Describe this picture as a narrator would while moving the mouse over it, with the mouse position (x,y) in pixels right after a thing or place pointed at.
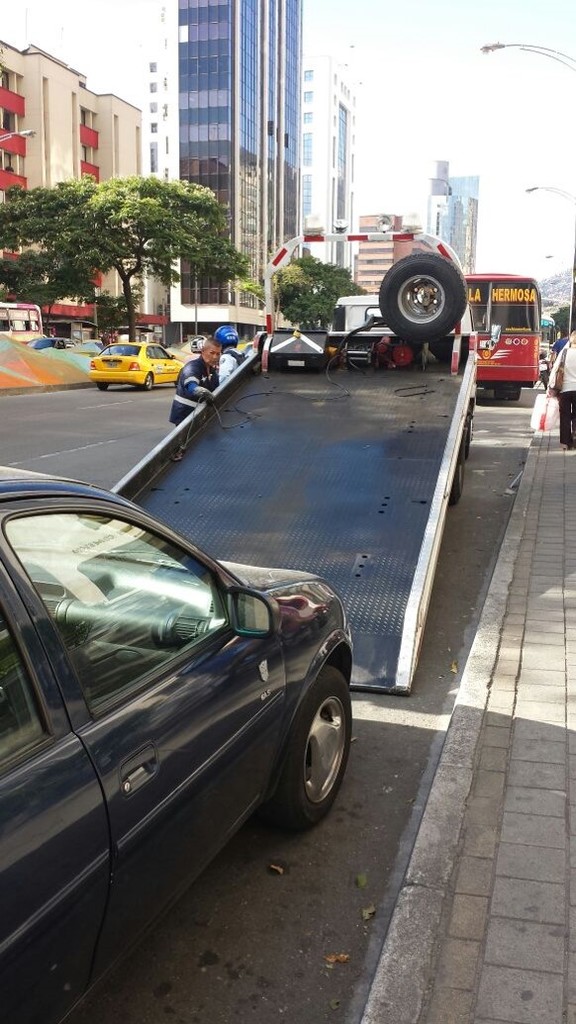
In this picture we have vehicles (447,449) on the road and a car (198,553) being towed onto a truck (230,455). In the background (273,227) we have many buildings (292,203) and trees (176,256).
